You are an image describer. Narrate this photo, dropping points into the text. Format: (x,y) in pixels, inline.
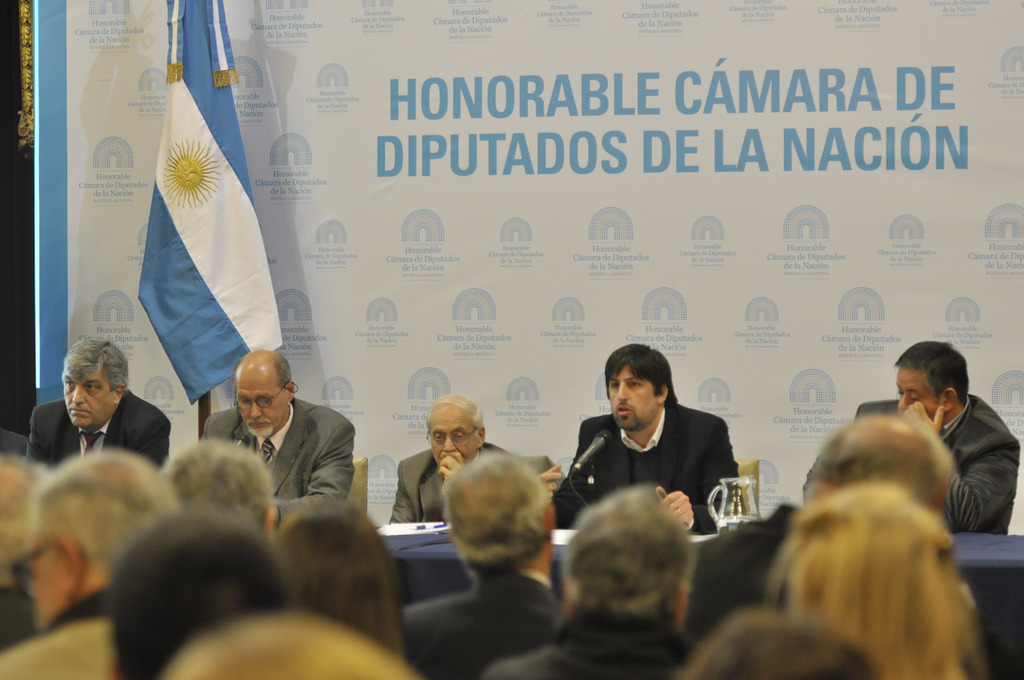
people (371,596) are sitting on the chairs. in front of them there is a table (1002,557) on which there is a jug (726,519), papers (411,525) and pen (430,523). behind that there are people (649,478) seated on the chairs (752,473). the person (637,472) at the center (622,446) is in front of a microphone (587,454) and speaking. behind them there is a white and blue flag (194,250). at the back (501,241) there is a white and blue background (535,270) on which honorable camara de is written.
